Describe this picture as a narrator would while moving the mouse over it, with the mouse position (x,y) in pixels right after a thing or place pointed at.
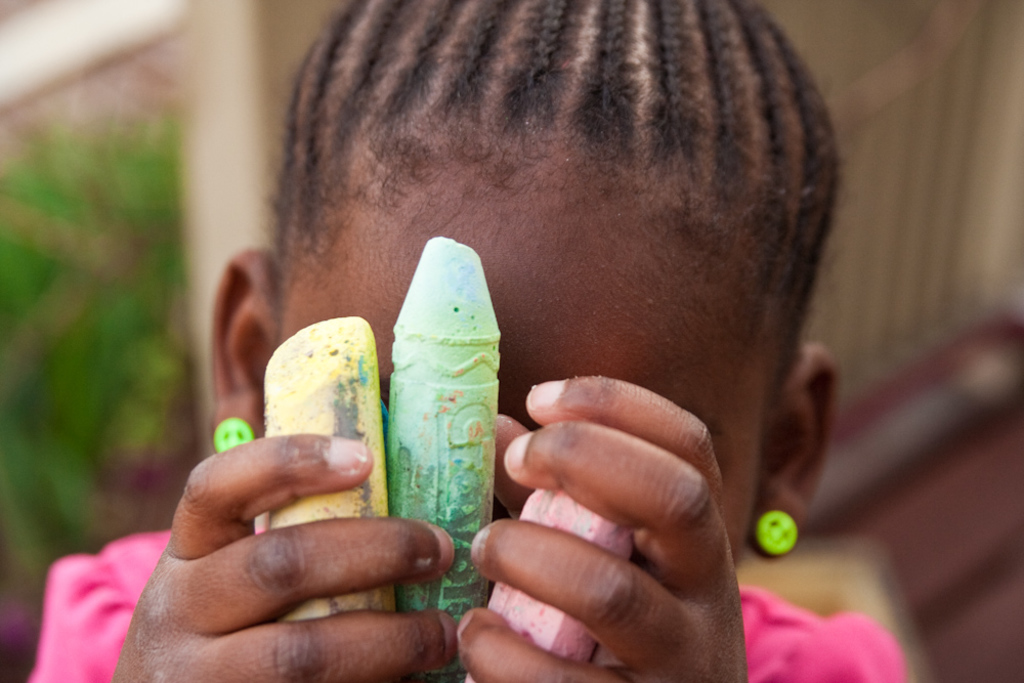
In this image I can see a baby (195,618) wearing a pink color dress (774,641) and holding some objects (481,445) which are looking like chalks (298,378) in the hands (223,592). The background (123,181) is blurred.
